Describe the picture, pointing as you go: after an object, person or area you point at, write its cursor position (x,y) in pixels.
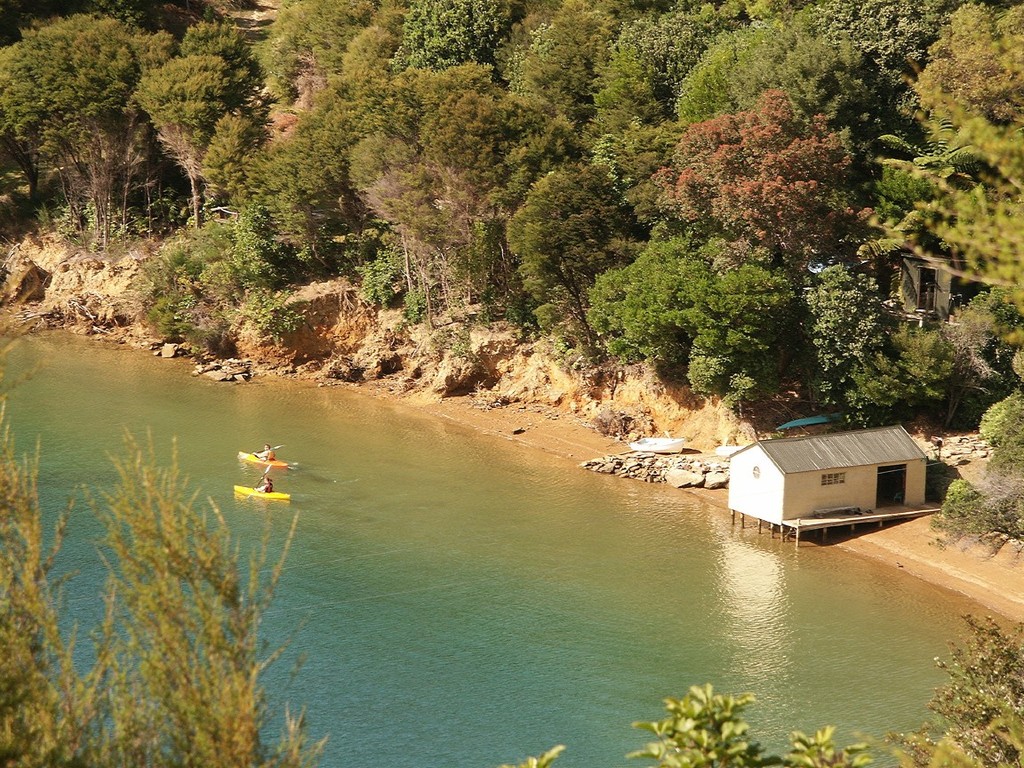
In this image there is water (509,503) in the middle (422,494). In the water (300,497) there are two boats (277,466). On the right side (825,473) there is a house (789,464). In the background (732,204) there are trees (662,189).
